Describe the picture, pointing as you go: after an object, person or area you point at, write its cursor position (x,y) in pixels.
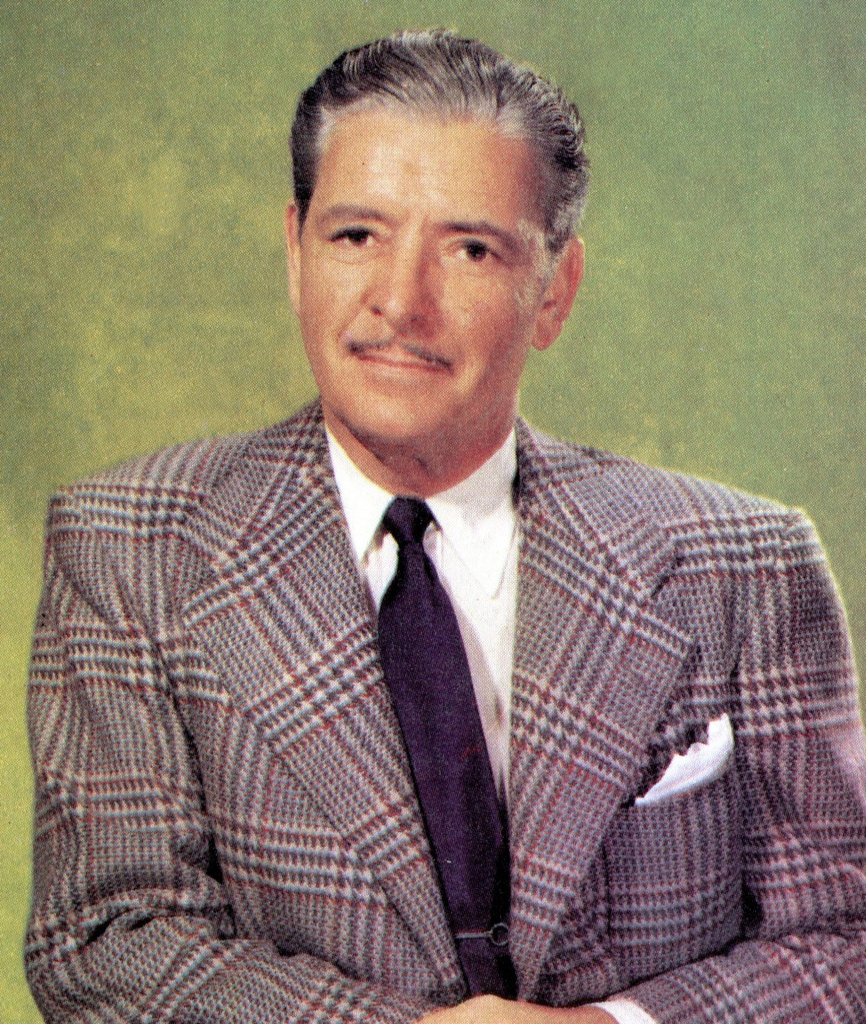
In this picture I can see a person (455,458).
